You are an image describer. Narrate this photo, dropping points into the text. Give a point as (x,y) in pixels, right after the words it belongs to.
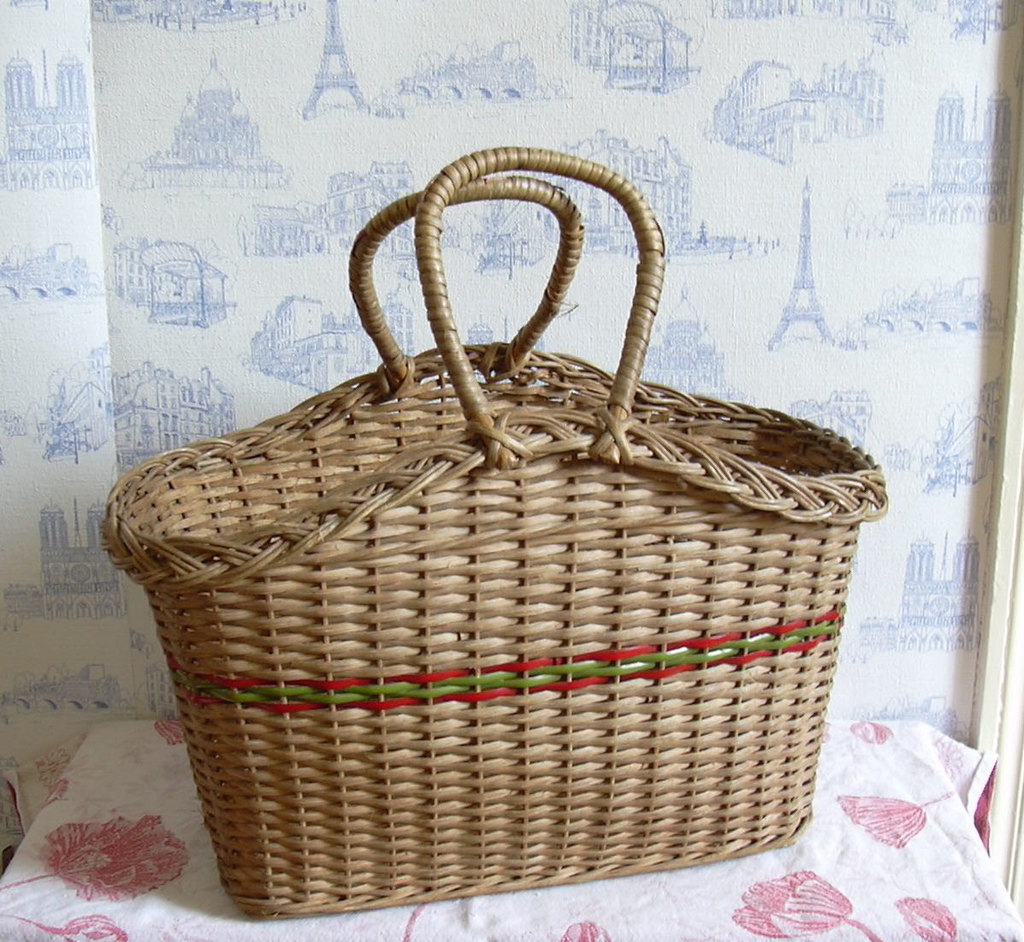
In this image I can see the bag (477,542) which is in brown, red and green color. It is on the white and red color cloth (603,884). In the background (267,272) I can see the wall (613,122).
